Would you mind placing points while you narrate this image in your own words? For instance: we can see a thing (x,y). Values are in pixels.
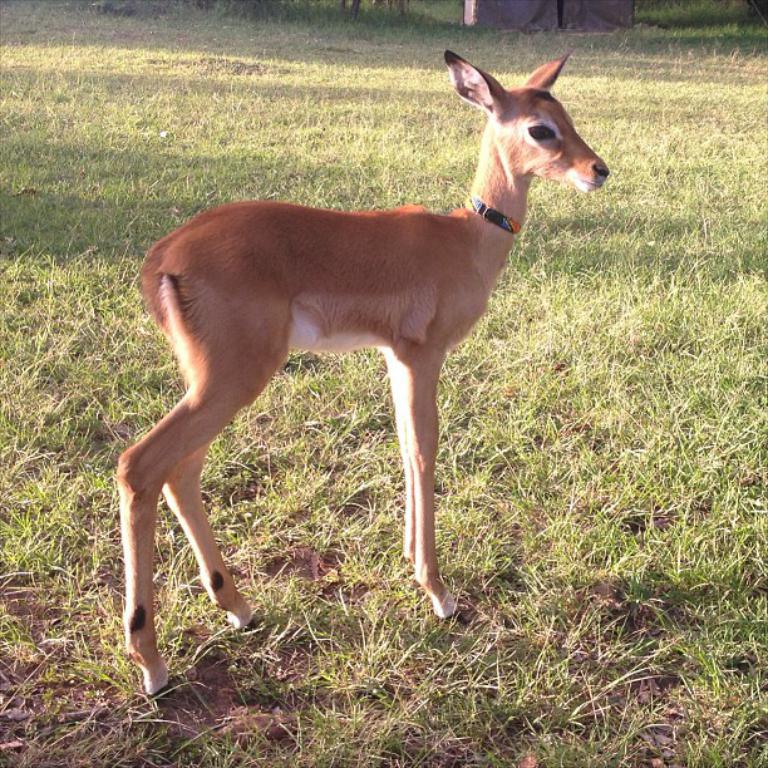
In the center of the picture (401,264) there is a deer (307,322). In this picture there is grass (600,309) and soil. At the top (503,11) there is an object (483,18).
